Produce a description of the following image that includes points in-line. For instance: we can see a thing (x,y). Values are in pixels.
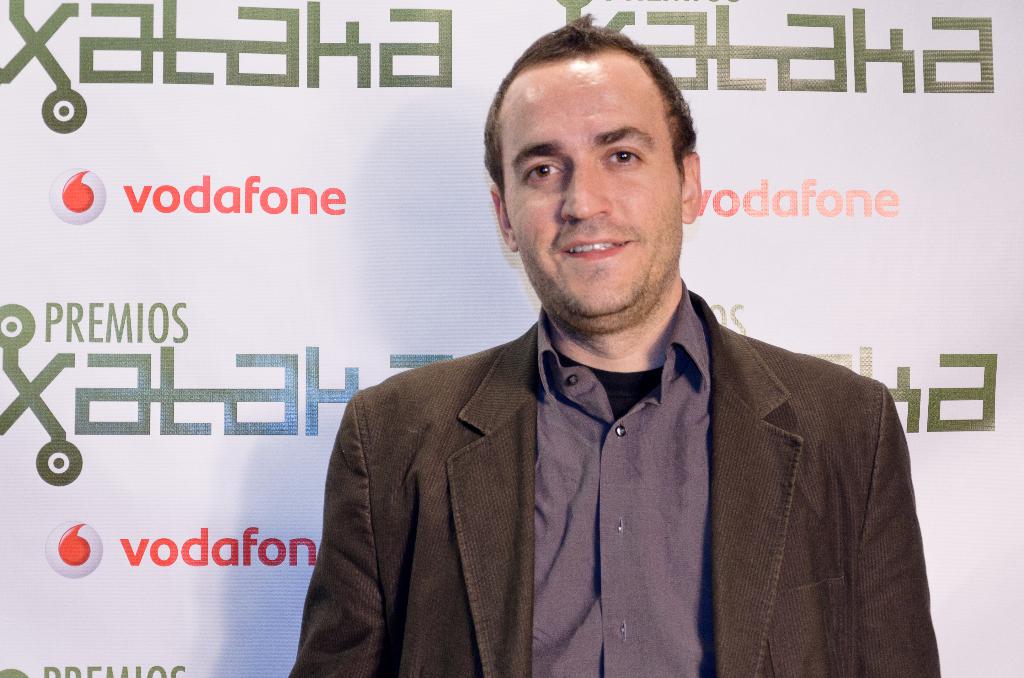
In this image I can see the person (532,426) with dark brown and the purple color dress (556,493) and the person (538,282) is smiling. In the back (232,219) I can see the banner (229,370) and there is a name Vodafone is written on it.
